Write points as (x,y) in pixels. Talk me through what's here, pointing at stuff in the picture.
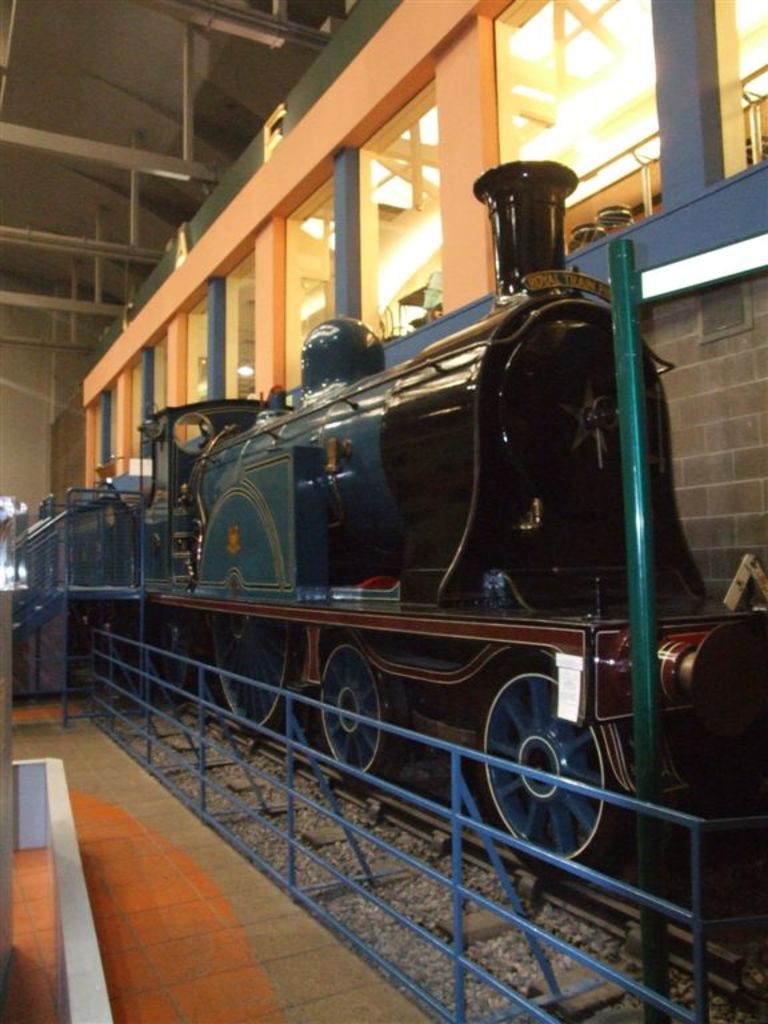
In this image I can see a train (336,596) on the track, fence (461,824). In the background (367,246) I can see a wall (353,209), windows (311,242) and a rooftop (121,300). This image is taken may be in a factory (155,926).
